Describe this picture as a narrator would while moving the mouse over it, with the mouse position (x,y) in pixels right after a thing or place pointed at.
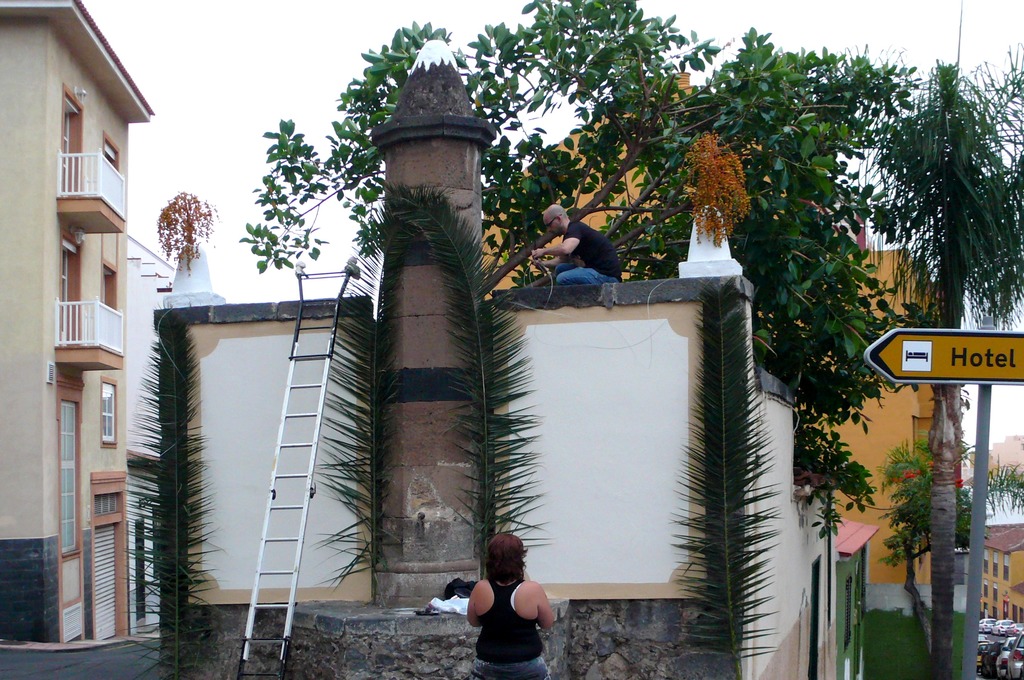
In this picture we can see few people (491,616), a man (575,233) is seated on the wall (660,486), beside to the wall (332,370) we can find a ladder (293,365) and a sign board (970,350), in the background (925,550) we can find few trees (833,304), buildings (144,322) and vehicles (1000,633).
